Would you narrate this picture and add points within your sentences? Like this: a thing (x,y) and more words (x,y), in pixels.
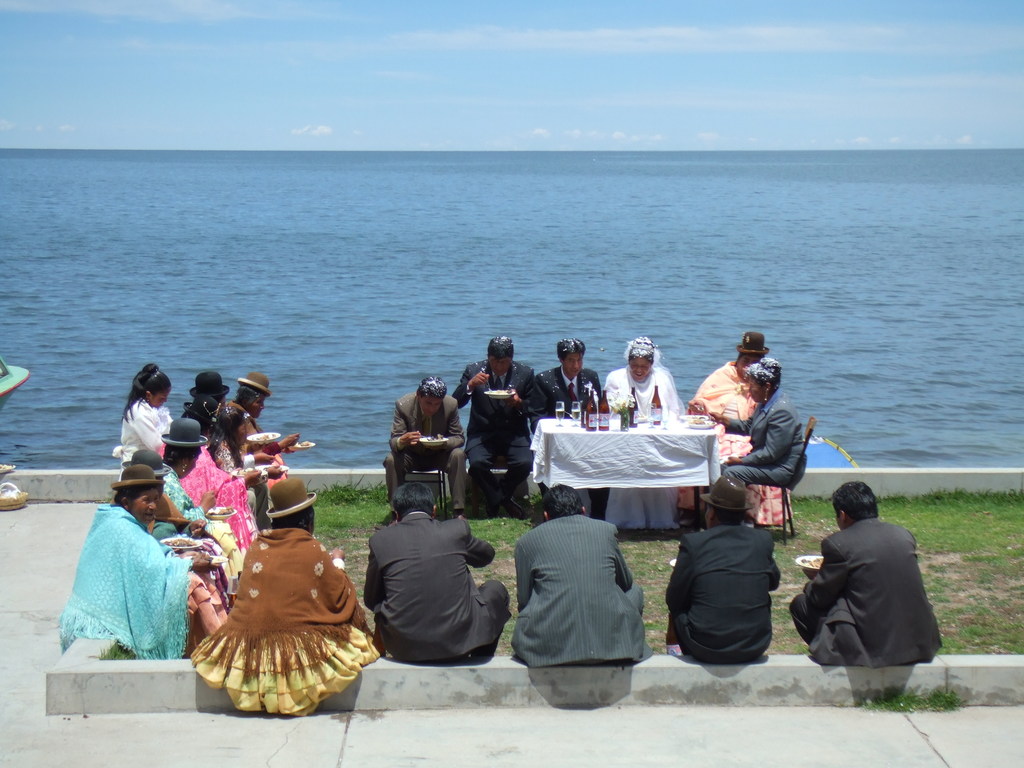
There are group of people (520,373) sitting and holding a plate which has eatables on it and there is a table (604,447) which has white cloth (625,441) and drink bottles (636,409) and some eatables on it. In background (632,247) there is a ocean (573,232).
